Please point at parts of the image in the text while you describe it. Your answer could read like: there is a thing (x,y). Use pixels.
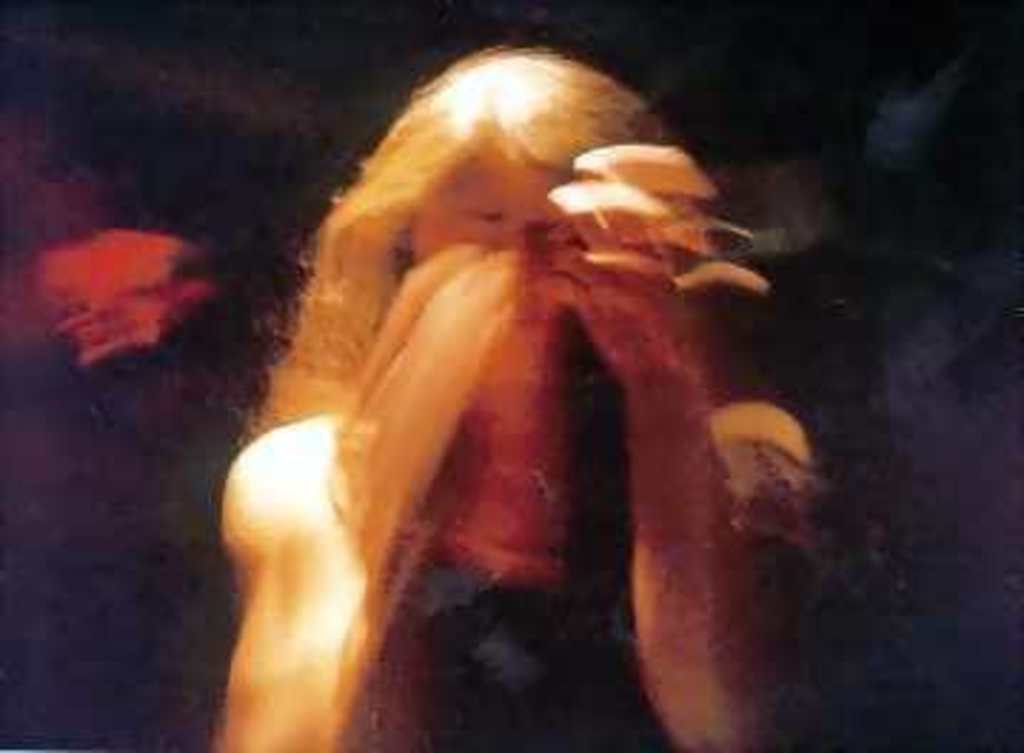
This picture may be an edited image, in which there is a person (667,165) in the foreground (348,206), background (1001,151) is blur.
